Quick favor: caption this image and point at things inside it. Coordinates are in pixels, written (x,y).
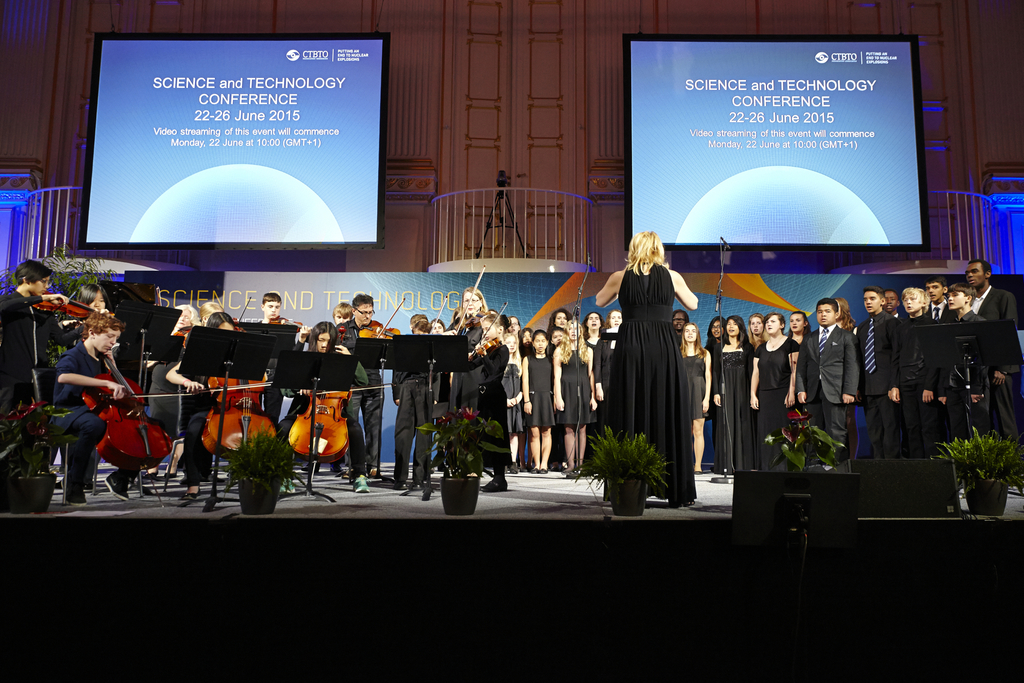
There are people (673,291) standing and some are sitting on the stage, they are holding violins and cellos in their hands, there are plants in the foreground area of the image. There are screens (244,220), poster (288,305) and stage wall (449,171) in the background (553,235).
